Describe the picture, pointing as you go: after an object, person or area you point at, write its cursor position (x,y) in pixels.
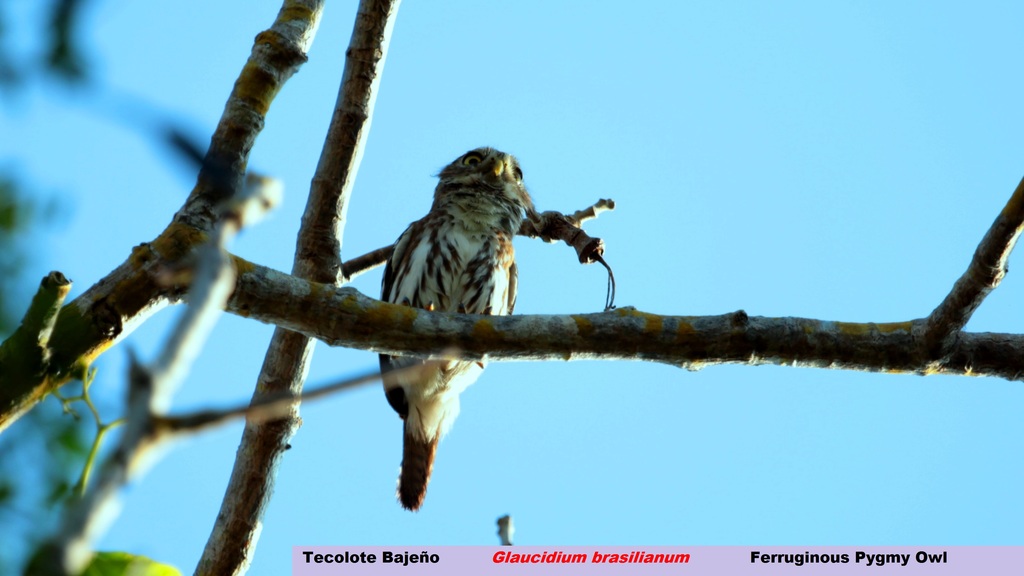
In this image we can see a bird (485,289) on the branches (591,342) of a tree (445,324) and sky (520,265) in the background (647,223).
